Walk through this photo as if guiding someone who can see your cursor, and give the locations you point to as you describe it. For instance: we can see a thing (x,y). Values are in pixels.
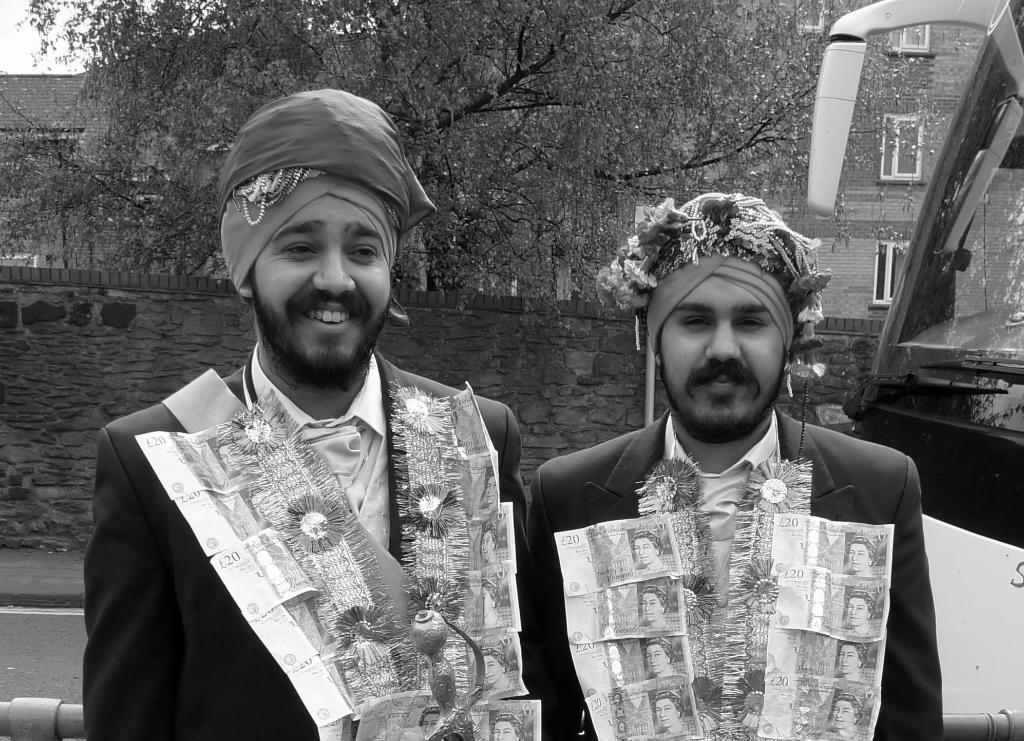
In this picture we can see two men (715,437), the left side man (327,290) is smiling, beside to them we can see a metal rod (51,718) and a bus (874,386), in the background (67,342) we can see a wall (476,330), few trees (211,185) and buildings (62,93), and it is a black and white photography.
